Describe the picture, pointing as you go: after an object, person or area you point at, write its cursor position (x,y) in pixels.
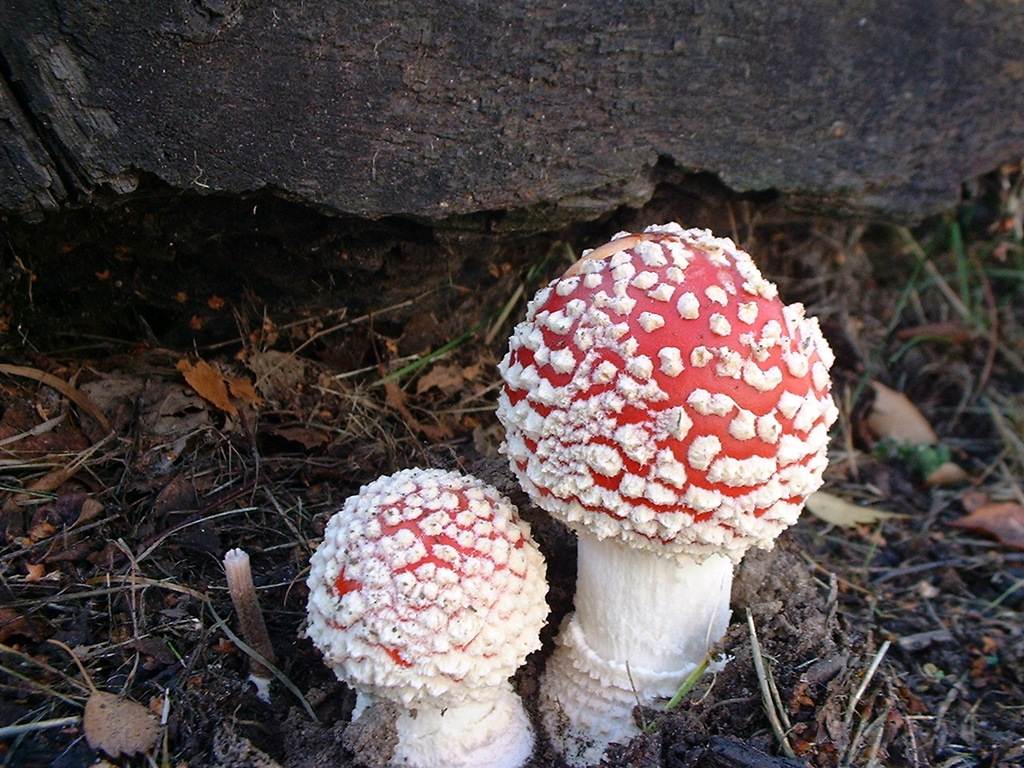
In this picture, we see a type of mushrooms (443,575), which are in white and red color. At the bottom (144,651), we see the dry leaves (295,363) and twigs (880,654). In the background (471,167), we see the rock (426,134).
